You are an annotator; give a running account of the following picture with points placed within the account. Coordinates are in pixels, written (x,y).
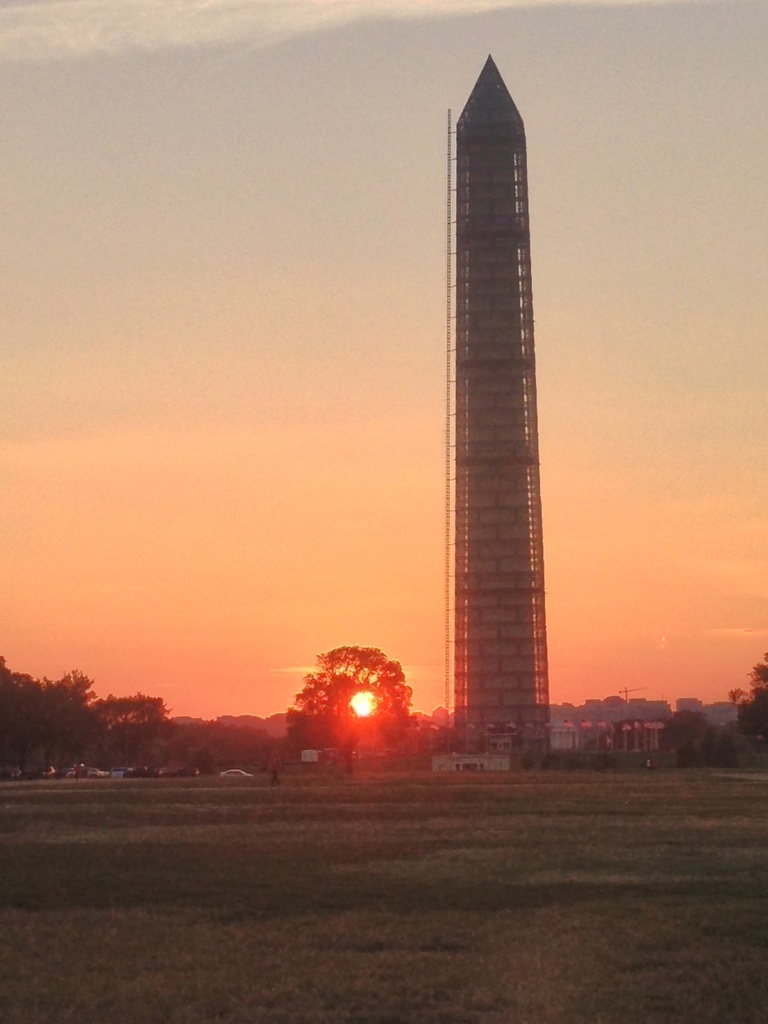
In the image there is a tower (488,619) in the back (380,709) with trees (318,705) on either side of it and the front land (503,920) is covered with grass (533,854) and above its sky (273,327) with sun (363,702) behind the tree (339,702).
